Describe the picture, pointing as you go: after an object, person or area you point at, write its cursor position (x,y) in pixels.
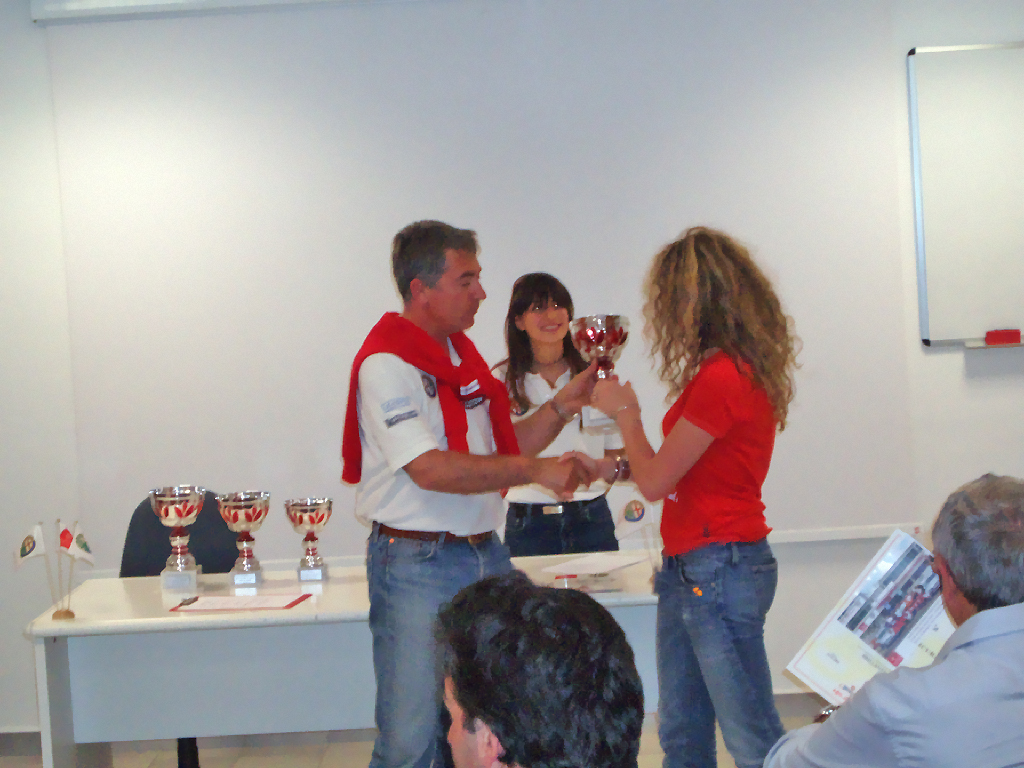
In the picture I can see a woman (723,506) wearing red color T-shirt (754,485) is holding a trophy (615,429) in her hands (595,392) and standing on the right side of the image (755,626). Here I can see a person (899,716) wearing shirt (951,765) and another person (591,659) are sitting, we can see this person (462,509) wearing white color T-shirt (442,422) and jeans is standing here and shaking hands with the woman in front of him. In the background (362,631), I can see a table (352,655) on which we can see trophies (171,573), some objects (566,568) and flags (64,606) are placed and I can see a woman (534,542) wearing white T-shirt (554,451) is standing there and smiling. In the background (260,244), I can see the projector screen (768,159) and a board (980,216).
